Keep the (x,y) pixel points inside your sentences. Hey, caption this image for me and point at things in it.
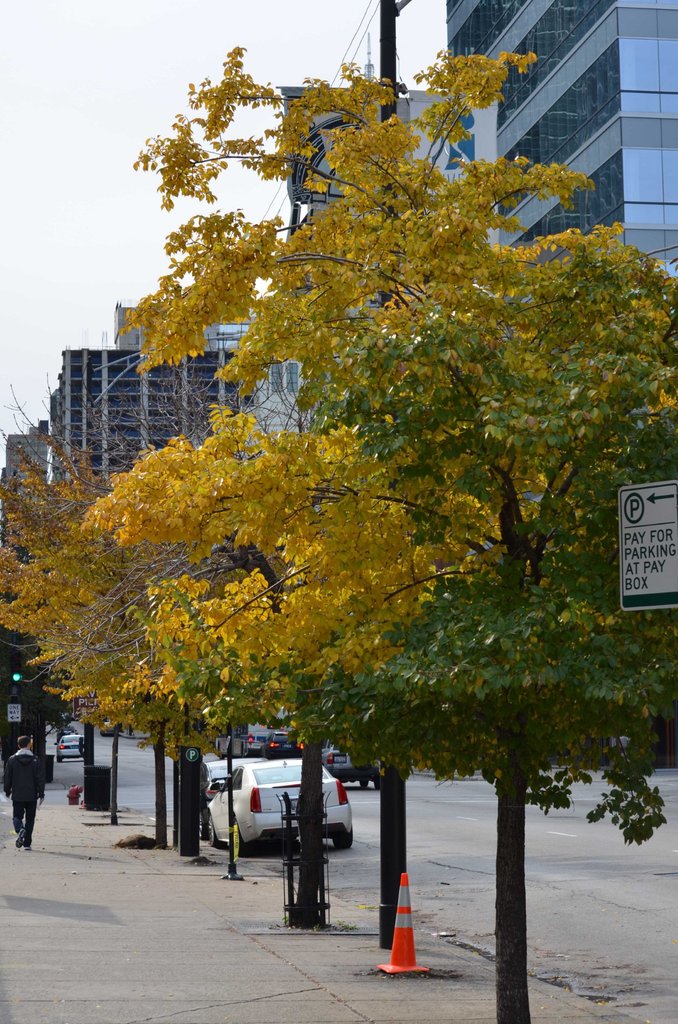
In the image we can see trees (347,589), sign board poles (391,937), traffic cone (405,952) and a person (28,757) is walking on the footpath (17,913) on the left side (11,907). In the background (295,820) there are vehicles (295,820) on the road (671,1021), buildings (218,375), glass doors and sky (233,38).
